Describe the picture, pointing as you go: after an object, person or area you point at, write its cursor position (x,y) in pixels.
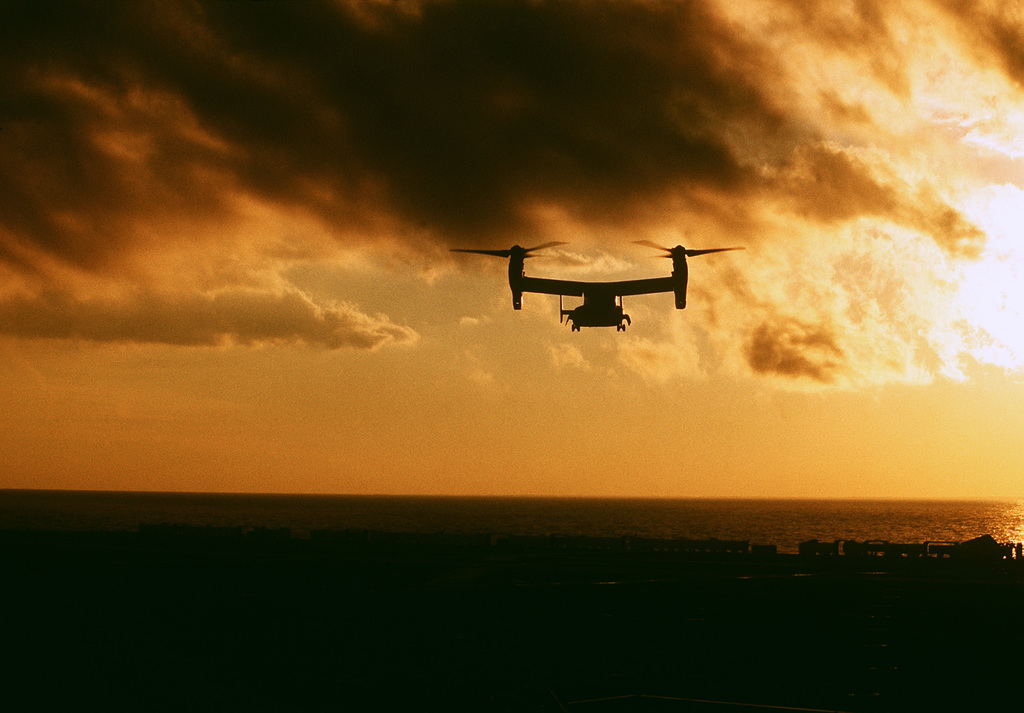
In this image we can see an airplane (610,307) flying in the sky (515,335) with clouds (319,237) and water (742,516) in the bottom (786,530).
